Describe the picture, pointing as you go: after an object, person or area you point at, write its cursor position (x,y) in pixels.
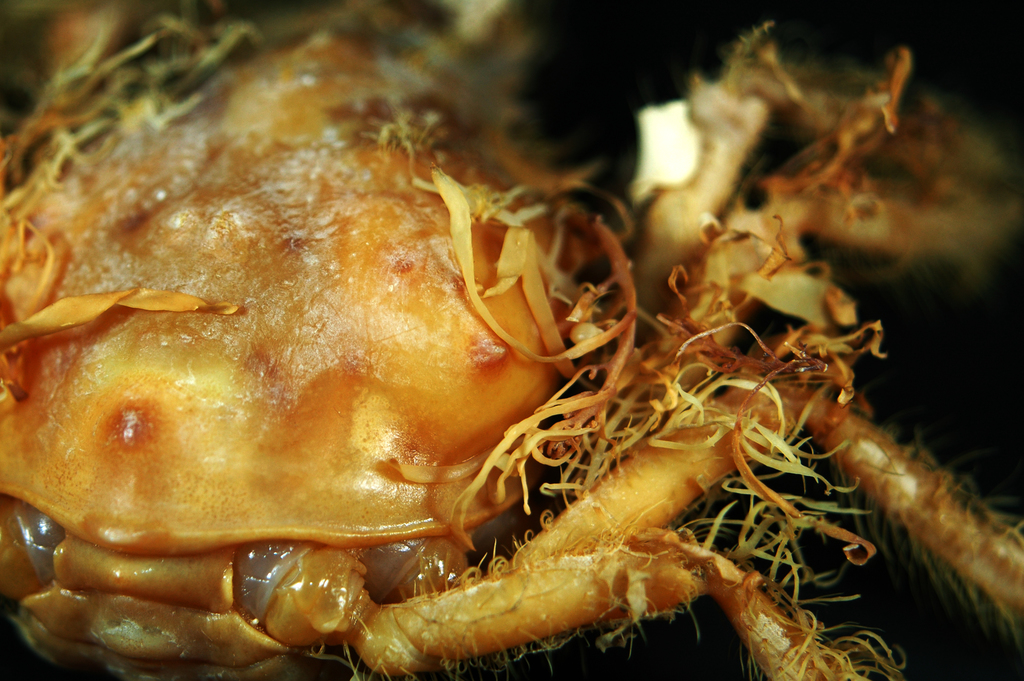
In the picture there are a crab (554,378) present.
